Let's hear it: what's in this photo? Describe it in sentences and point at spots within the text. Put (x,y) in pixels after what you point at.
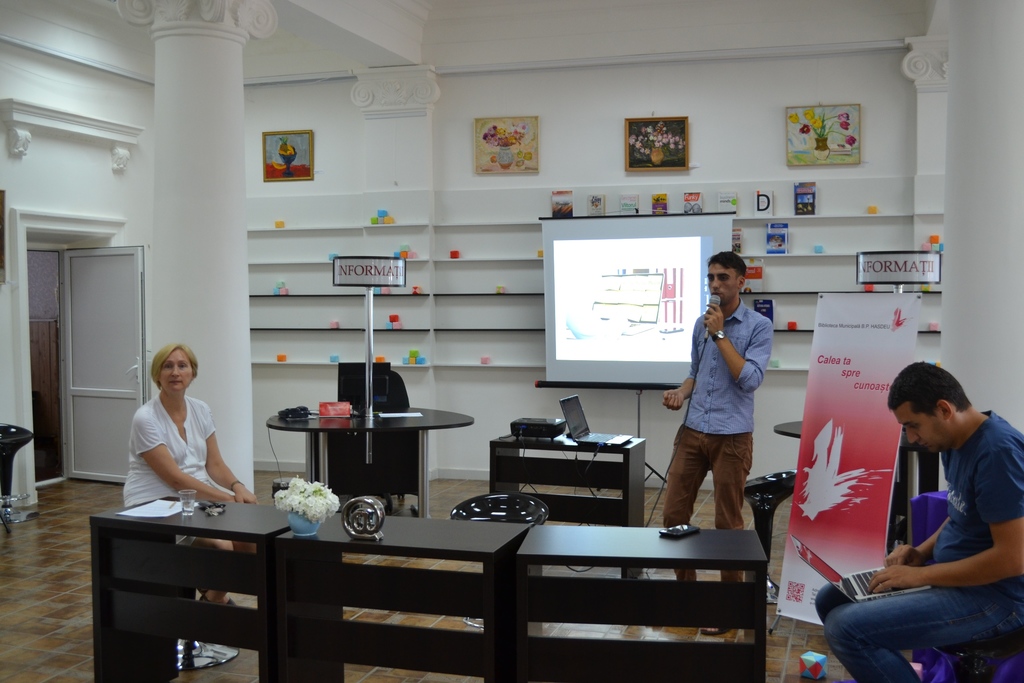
A pictures (637,150) on wall (764,150). Under this pictures (513,142) there is a rack (531,265), in this racks (522,228) there are books (562,199) and dice (384,219). In-front of this rack (403,348) there is a screen (625,305). In-front of this screen (678,354) a person (728,358) is standing and holding a mic (706,330). Beside this person (744,440) there is a chair (764,482), table (787,424) and a banner (854,365). Two persons (195,472) are sitting on chairs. This man (953,589) is working on a laptop (850,591). Front of the image there are three tables (499,549), on this table (640,556) there is a mobile (681,528), plant (312,517), glass (184,504), logo (374,517) and paper (152,515). In middle (436,424) there are tables (503,439) and chairs (496,497). On this table (412,419) there is a pole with board (367,274), laptop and device (521,427). At the left side of the image (120,319) there is a door (116,343) with handle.
